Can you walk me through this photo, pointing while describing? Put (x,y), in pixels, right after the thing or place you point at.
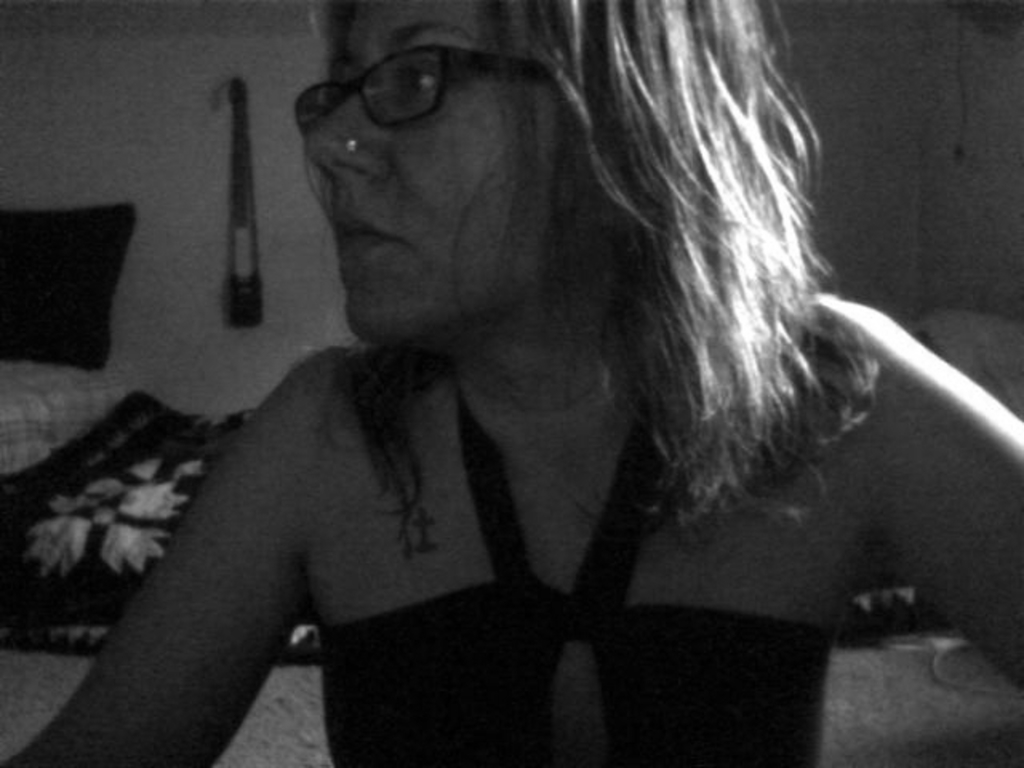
In the picture we can see a woman (244,698) sitting on the bed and she is with black top (807,657) and looking to left hand side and behind her we can see some pillows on the bed (882,703) and behind it we can see a wall (179,301) with something hanged for it.
